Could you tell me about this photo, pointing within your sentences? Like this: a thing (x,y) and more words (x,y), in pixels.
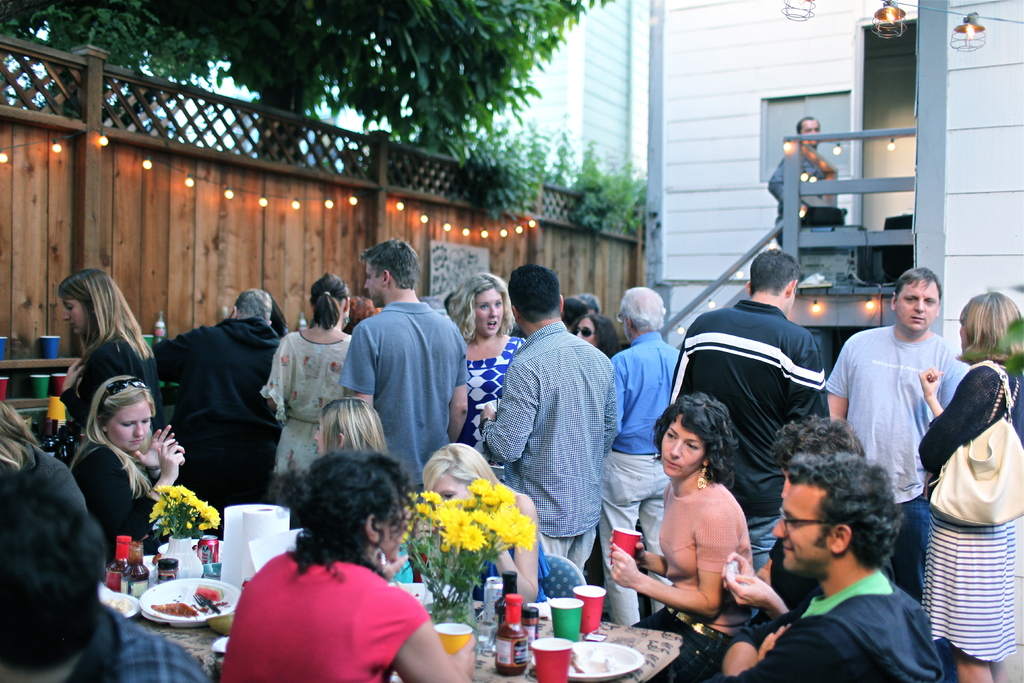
People (360,341) are at a party. In which some are sitting around a table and some are standing.
